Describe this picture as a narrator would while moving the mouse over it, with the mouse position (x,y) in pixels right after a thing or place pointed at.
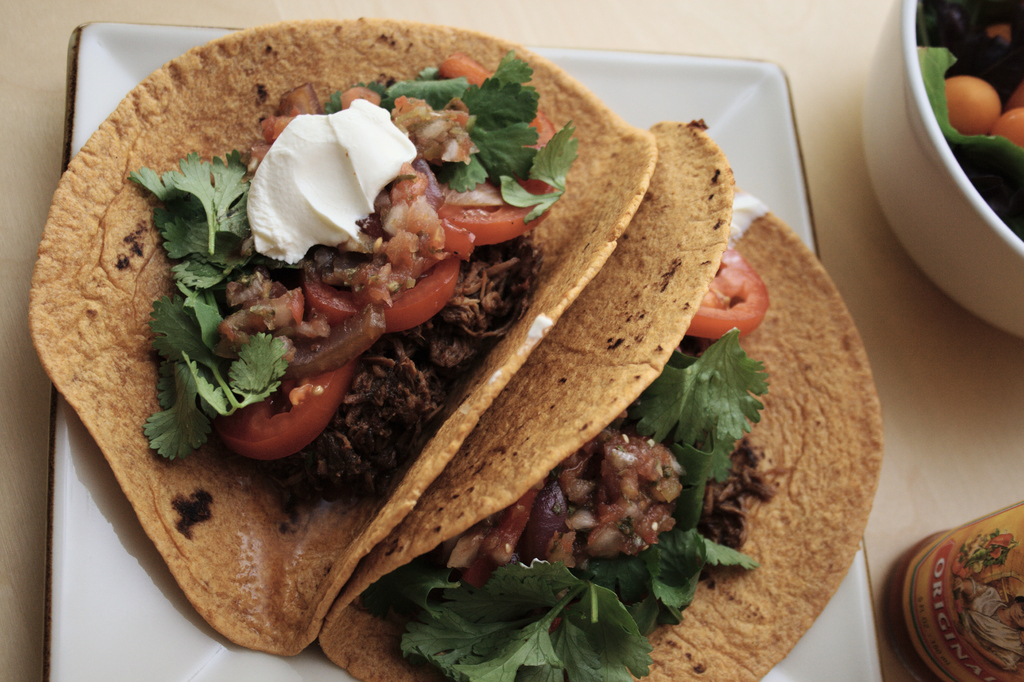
In this image we can see one white plate (603,72) with food (558,222), one white bowl (968,184) with food (977,66) and one bottle (904,577) on the surface (237,11) looks like a table (7,424). There is one sticker (983,566) with text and image (973,566) on the bottle (899,627).
